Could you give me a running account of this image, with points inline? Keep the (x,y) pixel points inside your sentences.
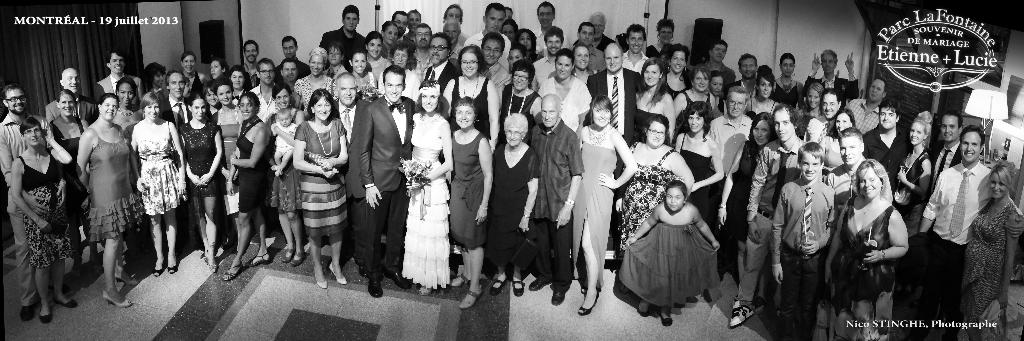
In this image we can see people (623,146) standing. The lady (438,266) standing in the center (426,180) is holding a bouquet (424,178). In the background (294,2) there is a wall (742,17), curtain (90,16) and we can see speakers (217,44). On the right (977,102) there is a lamp (996,107).
